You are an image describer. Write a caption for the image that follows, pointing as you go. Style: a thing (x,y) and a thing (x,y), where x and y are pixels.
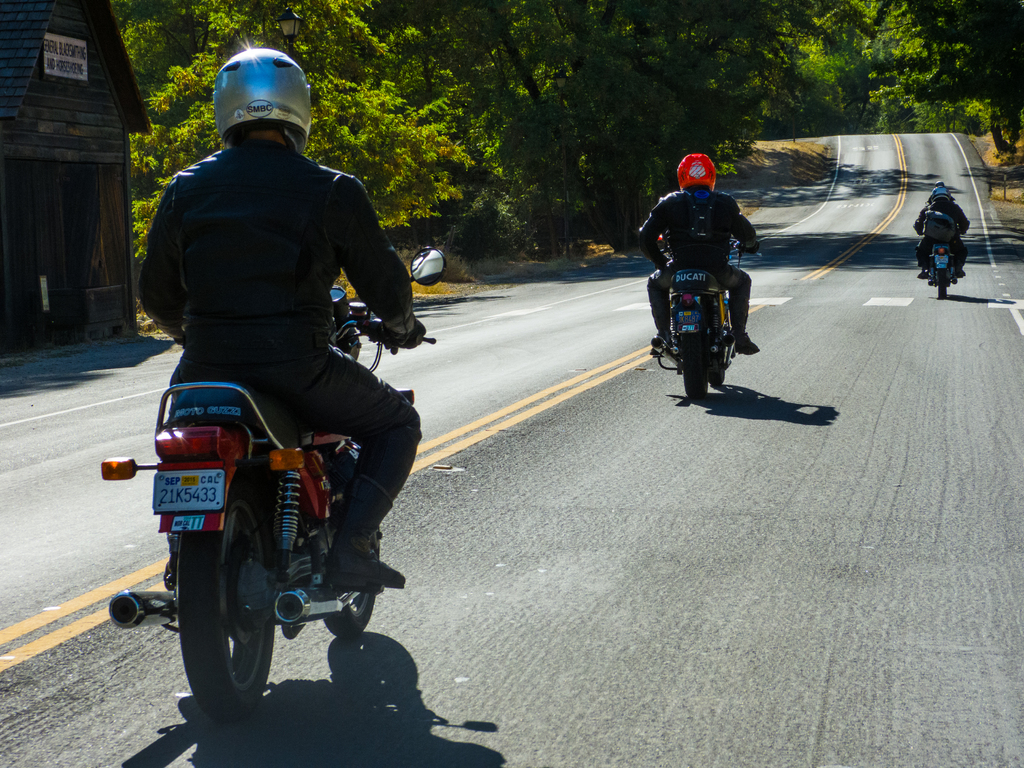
In this picture there are three persons (920,265) riding motorbike (937,257) on the road (760,422). On the left side of the image (66,59) there is a board (79,54) on the house (109,141) and there is text (59,70) on the board (51,57). At the back (428,48) there are trees (669,75). At the bottom (560,687) there is a road (792,323) and there is grass (785,169).
